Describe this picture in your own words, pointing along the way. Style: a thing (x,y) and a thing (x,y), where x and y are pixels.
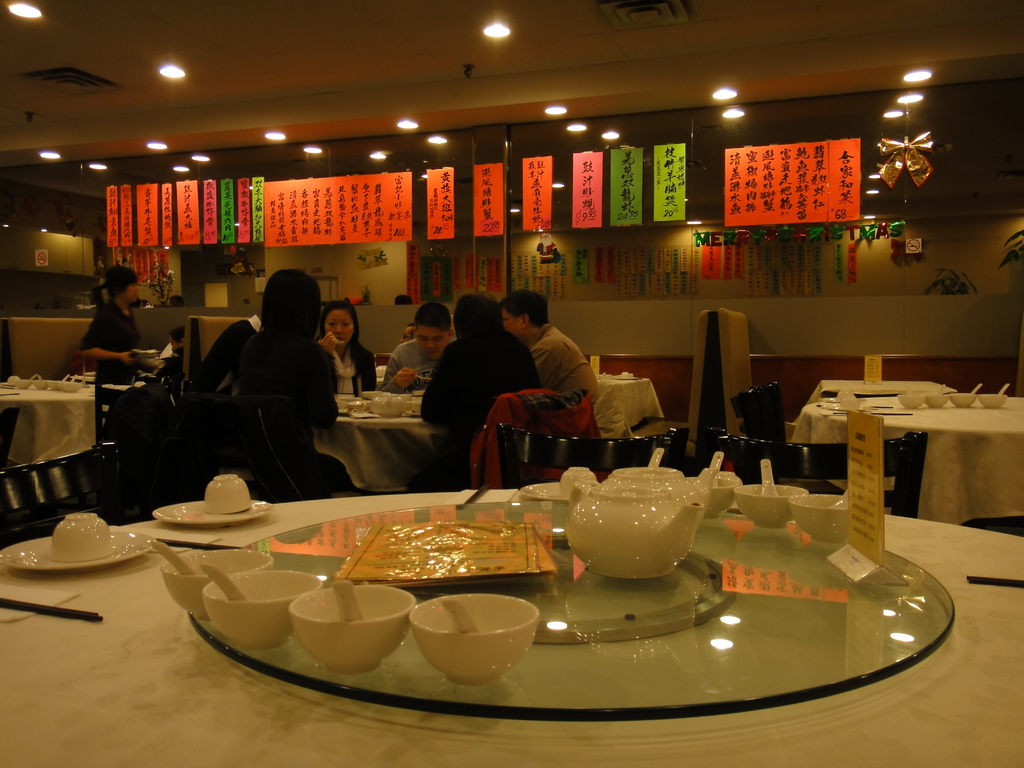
In this image, we can see so many tables (84,442) and black color chairs (285,438). Glass item (688,645) on the table (620,639). Bowl (524,636), spoon (464,609) and the menu card (487,571) on the table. In the middle of the image (463,325), Few peoples (445,333) are sat on the chair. On the left side (125,347), a woman (125,334) is standing. Back side, we can see Glass (435,250) and some stickers (633,168) and the roof (386,55), light (551,108).
